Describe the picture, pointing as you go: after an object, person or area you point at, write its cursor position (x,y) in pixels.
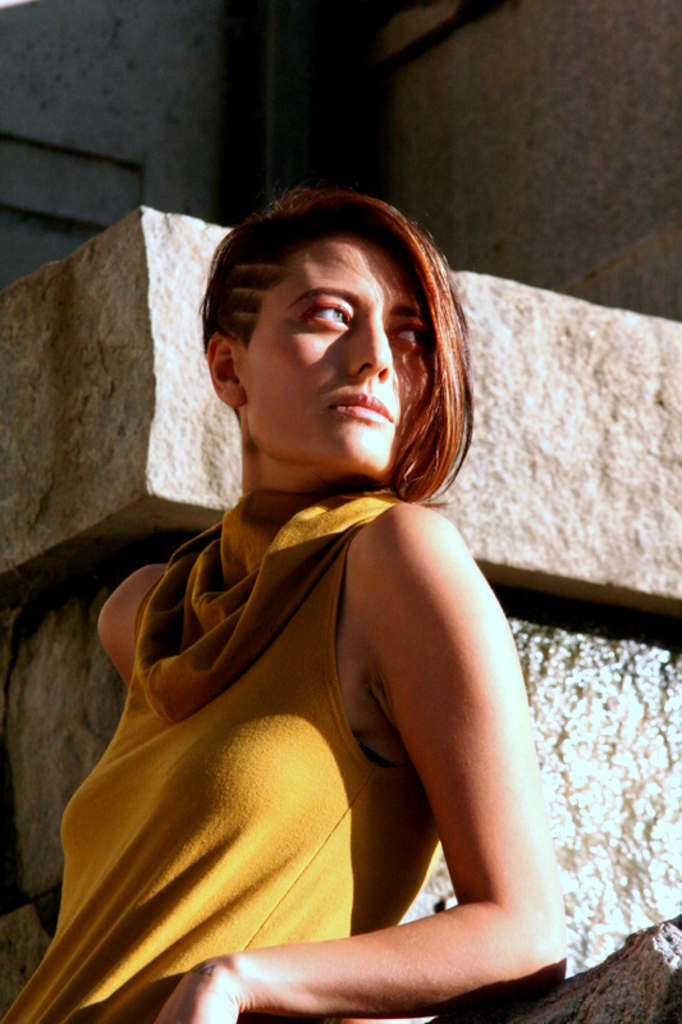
There is a woman (381,727) in the foreground area of the image (283,465), it seems like stones (114,454) in the background (114,454).
